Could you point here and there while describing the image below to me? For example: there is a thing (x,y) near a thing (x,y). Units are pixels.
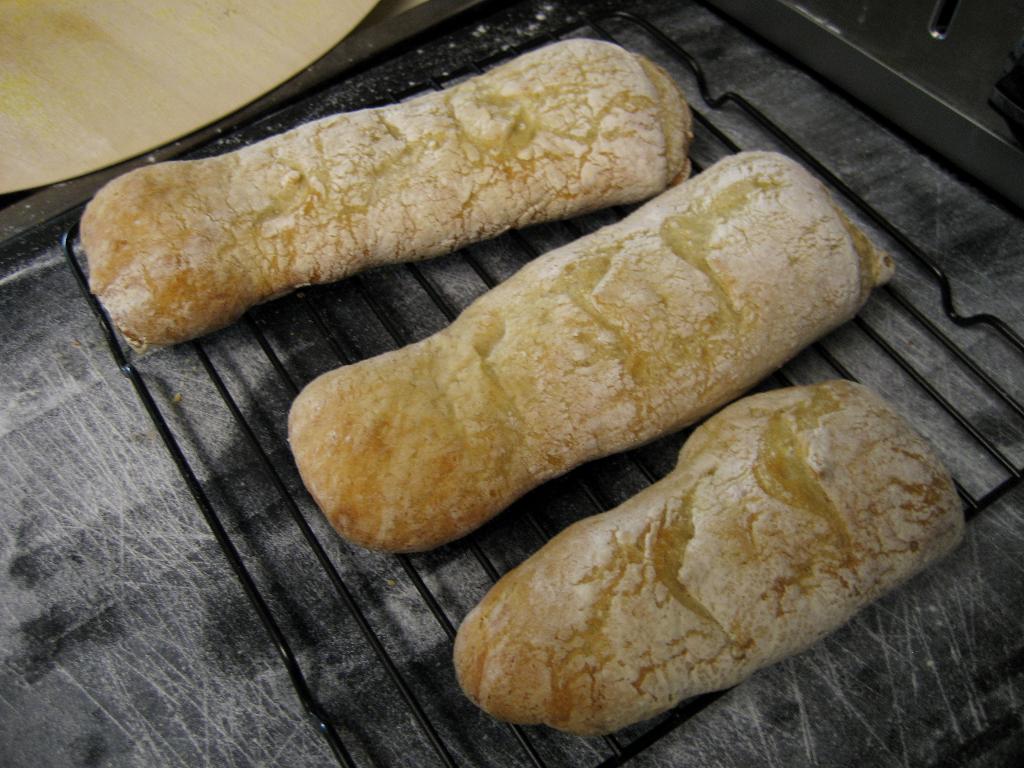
In this image there is a grill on a table (721,56) on that grill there is a food item (543,340).
